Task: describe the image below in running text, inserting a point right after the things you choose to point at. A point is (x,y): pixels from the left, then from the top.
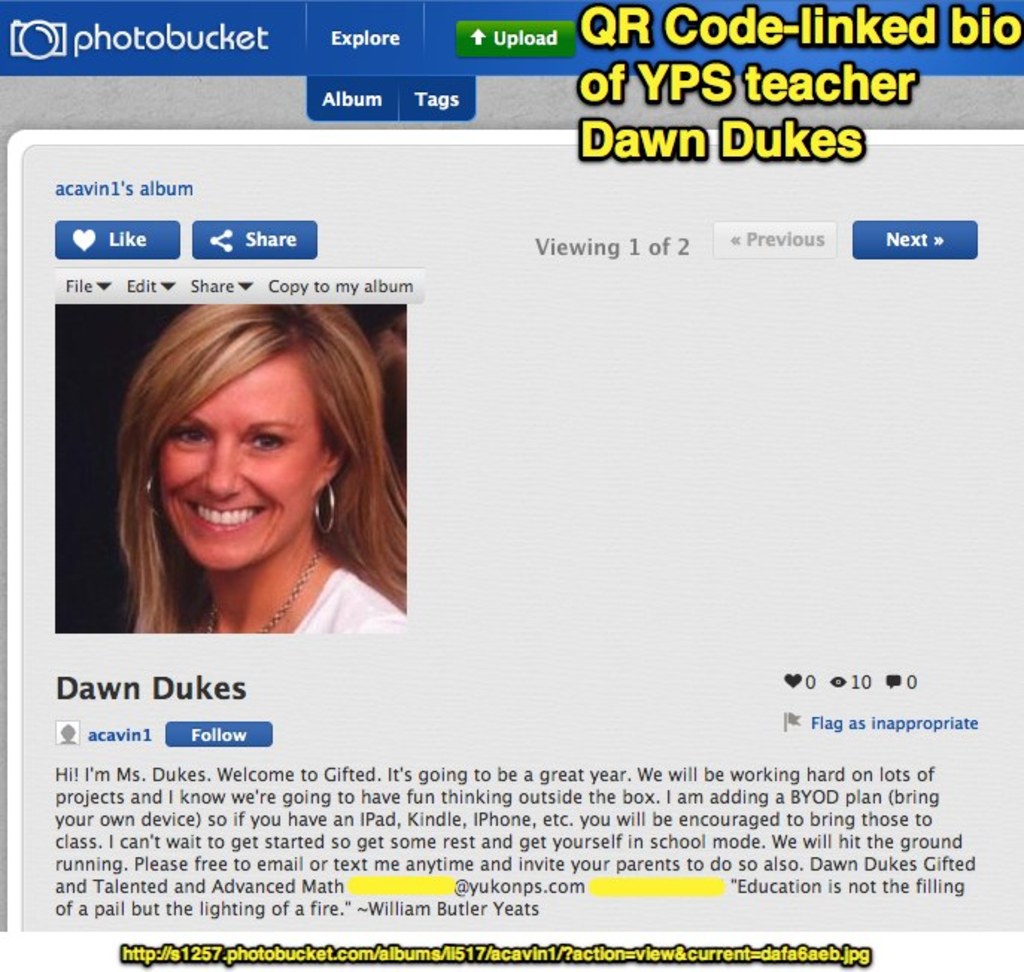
In the image there is a page (247,194) of a social media. In that page (105,755) there are many icons (54,44), buttons (127,288) and also there is an image (105,358) of a lady (269,531). Below the image (367,601) there is a name (156,696) and below there is a paragraph (148,798). At the bottom of the image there is a link (124,956).
